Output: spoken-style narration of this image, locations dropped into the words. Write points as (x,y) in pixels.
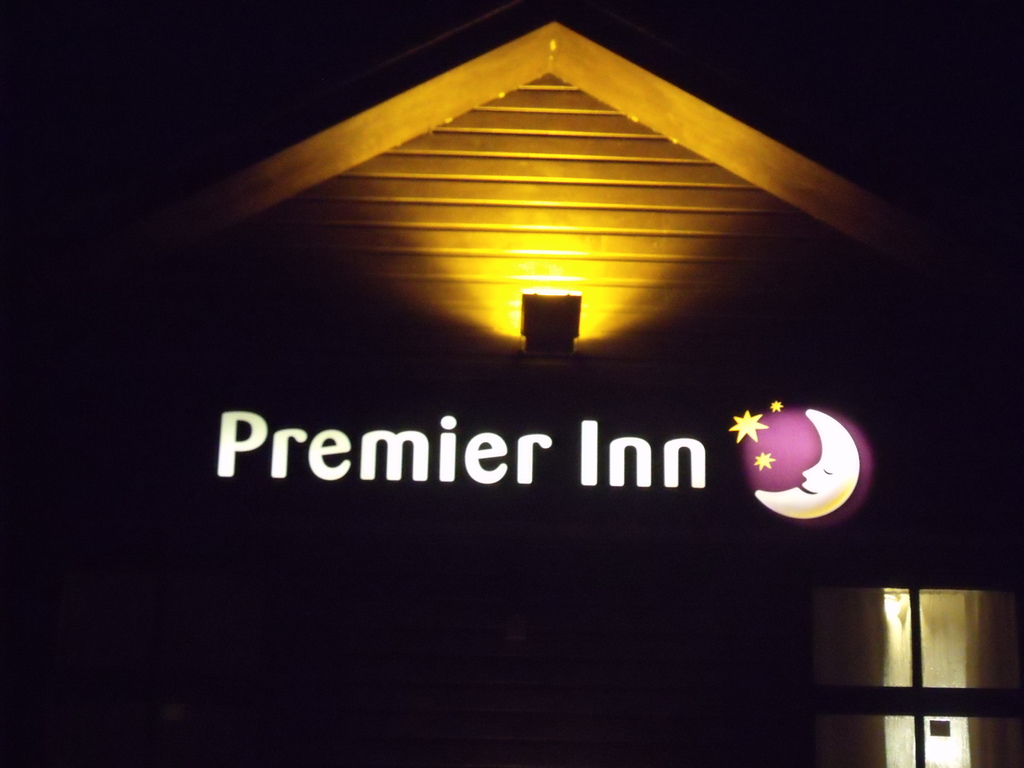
In this image we can see the front view of a house (486,297). There is a lamp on the wall (455,357). On the right side of the image (876,617) there is a glass window (855,655). There are some text (531,481) on the image.
